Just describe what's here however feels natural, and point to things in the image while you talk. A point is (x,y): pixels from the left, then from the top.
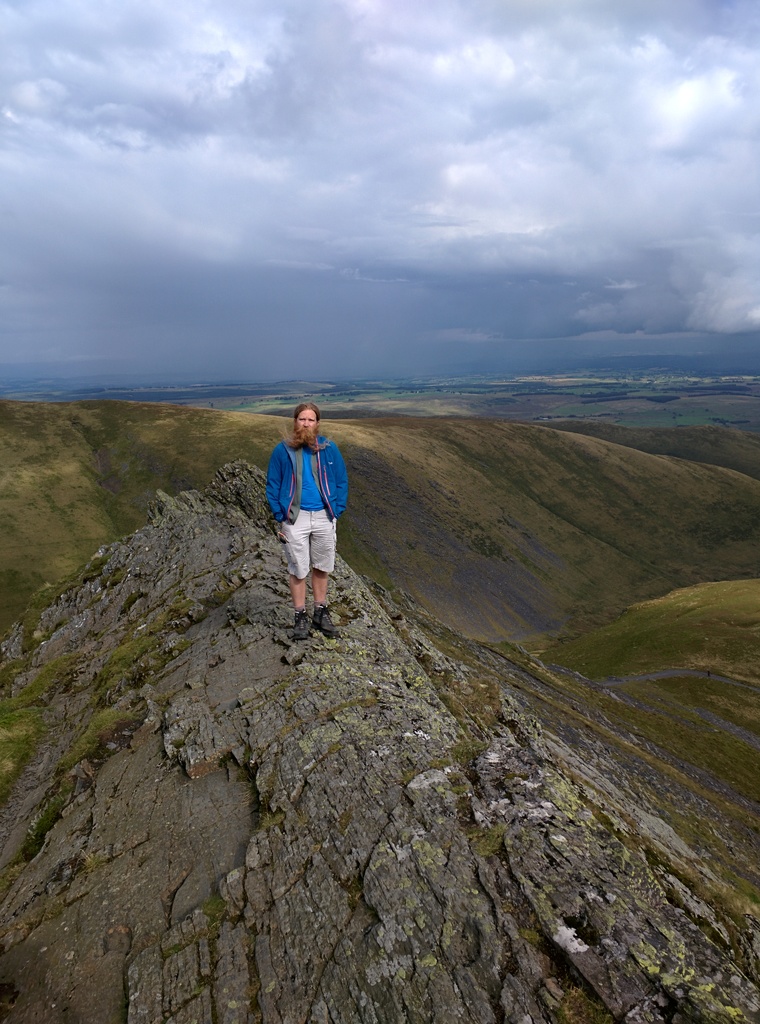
In this image there is a man (299,546) standing on a mountain (467,871), in the background (457,433) there are mountains (665,579) and the sky (381,222).
